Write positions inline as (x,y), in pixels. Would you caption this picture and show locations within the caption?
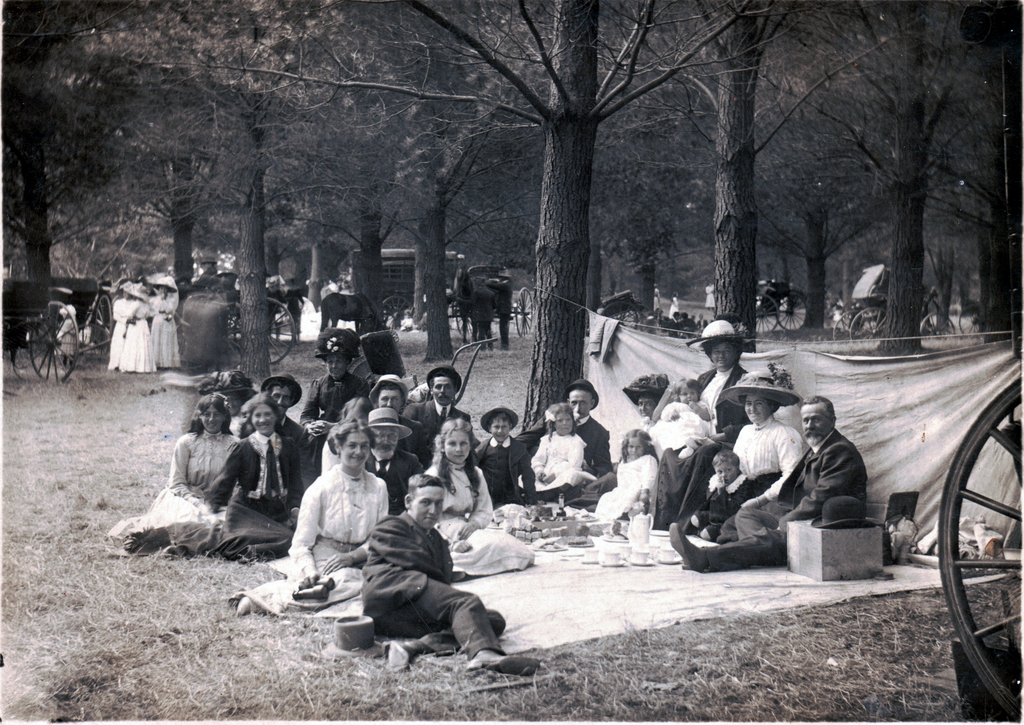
There is a black and white image. In this image, there are some persons (379,470) wearing clothes (410,545) and sitting on the cloth (571,619). There are some horse carts (398,310) and trees (634,188) in the middle of the image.
